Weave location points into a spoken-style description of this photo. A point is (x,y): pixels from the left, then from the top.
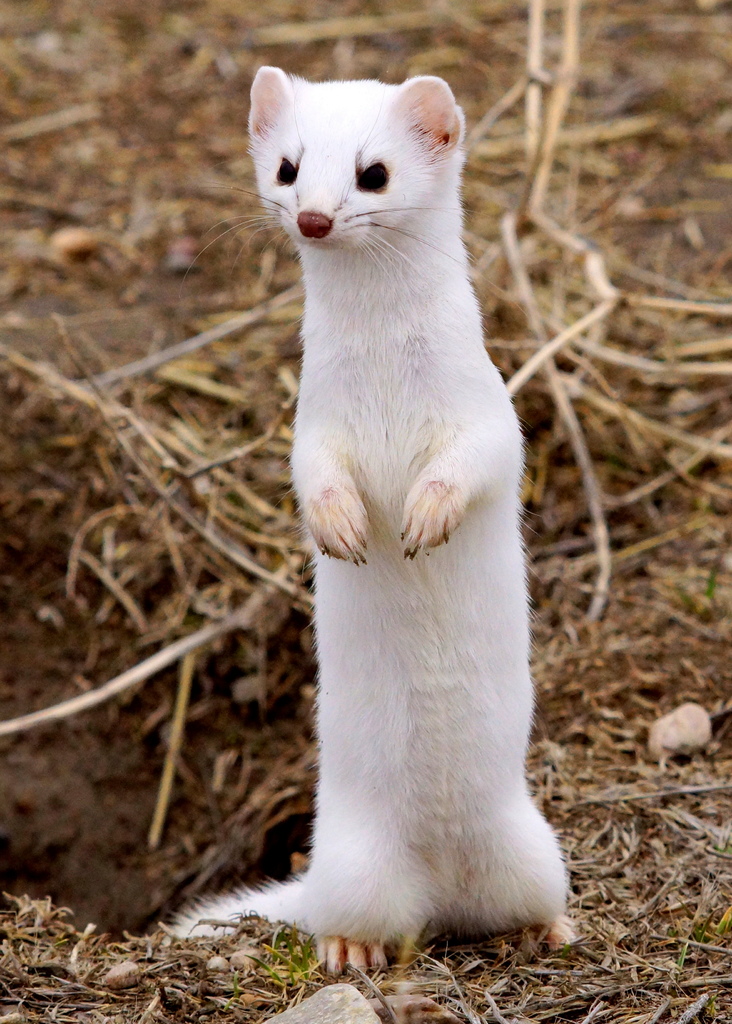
In this image there is a weasel (362,574) standing on the ground (513,951). In the background (590,327) there are wooden sticks (554,345). On the ground (554,951) there is sand (174,971) and some stones (669,735).
